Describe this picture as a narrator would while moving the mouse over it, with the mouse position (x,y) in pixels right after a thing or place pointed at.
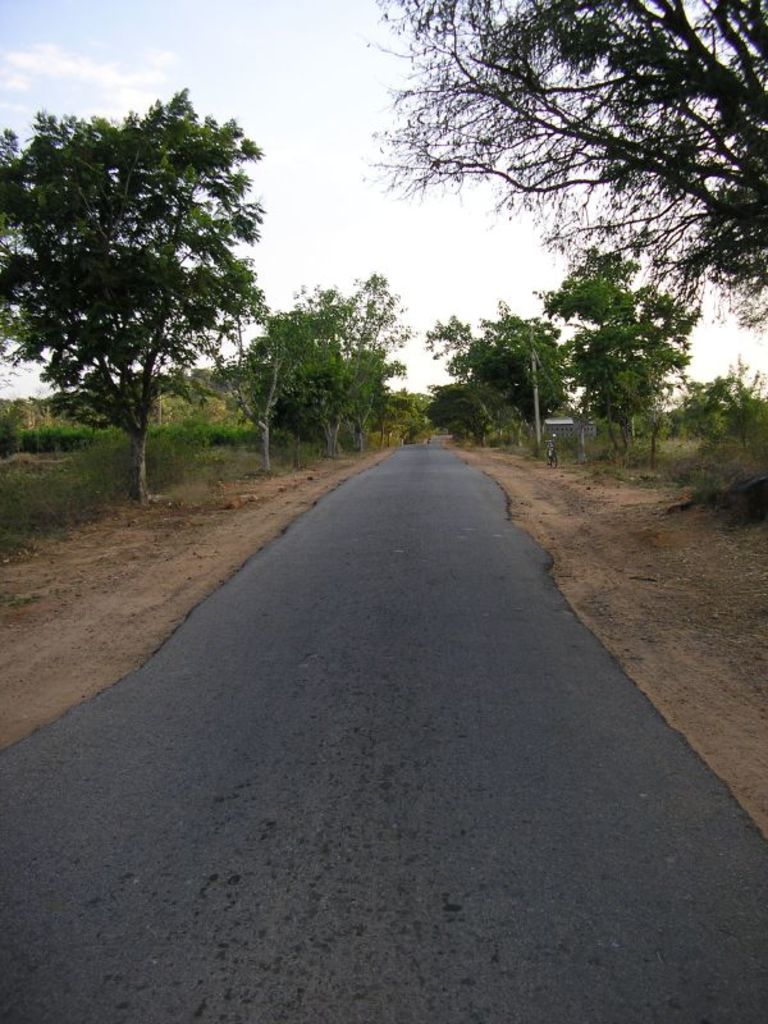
In the center of the image (470,471), we can see road (332,788) and in the background (436,424), there are trees (510,368) and we can see a pole (536,412) and bicycle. At the top (218,87), there is sky (218,79).
